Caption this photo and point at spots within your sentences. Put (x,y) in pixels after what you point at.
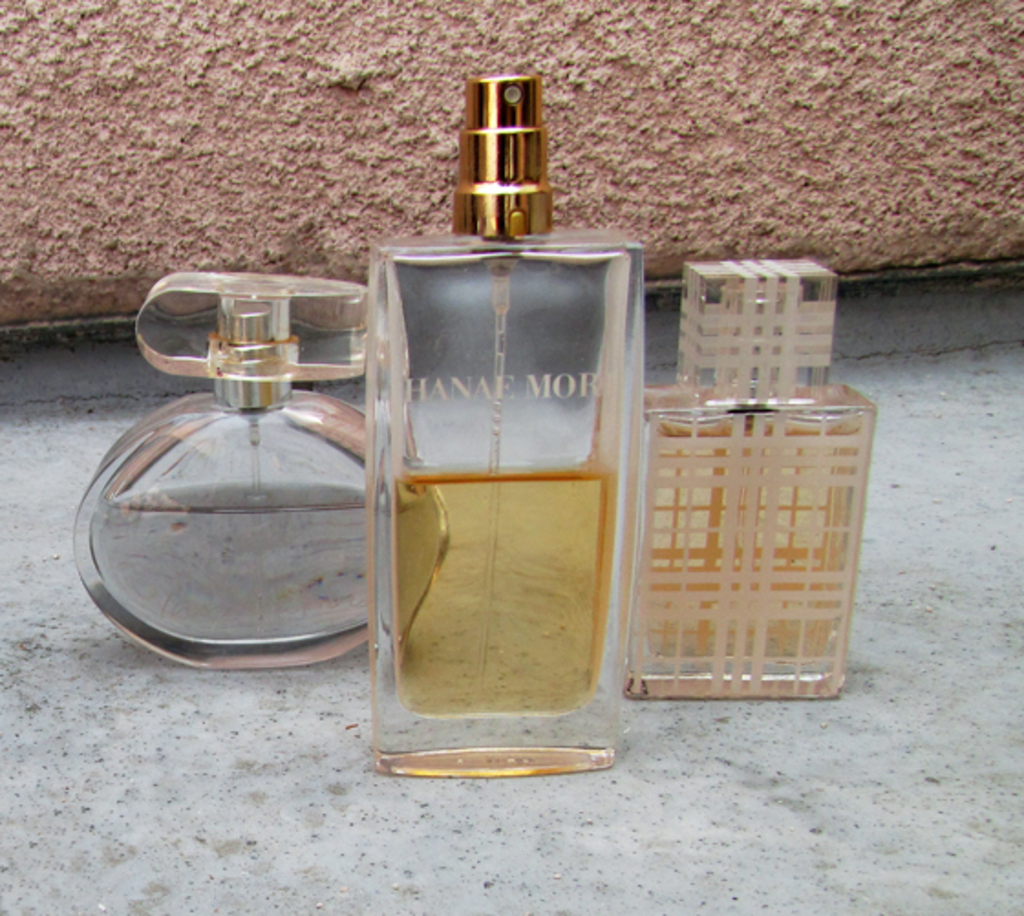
In this image there are perfume bottles (621,490) and in the background (366,138) there is a wall (633,145).
